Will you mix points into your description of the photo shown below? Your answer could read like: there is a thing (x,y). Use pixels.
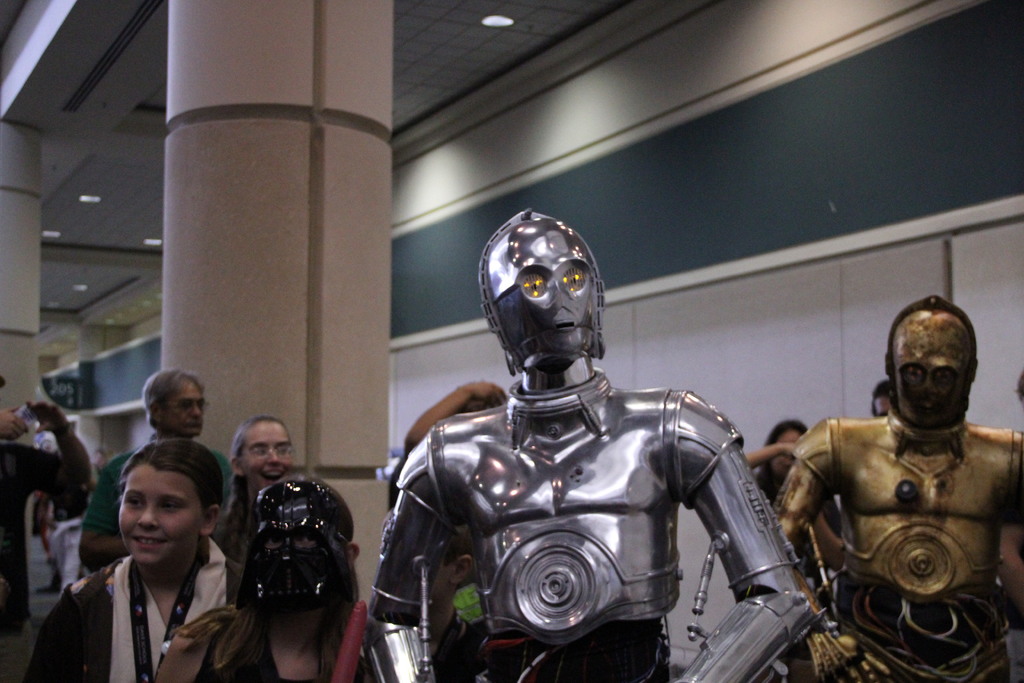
In this image there are two robots (558,527). In the background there are many people (179,527). On the ceiling (440,47) there are lights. Here there are pillars (223,250).
